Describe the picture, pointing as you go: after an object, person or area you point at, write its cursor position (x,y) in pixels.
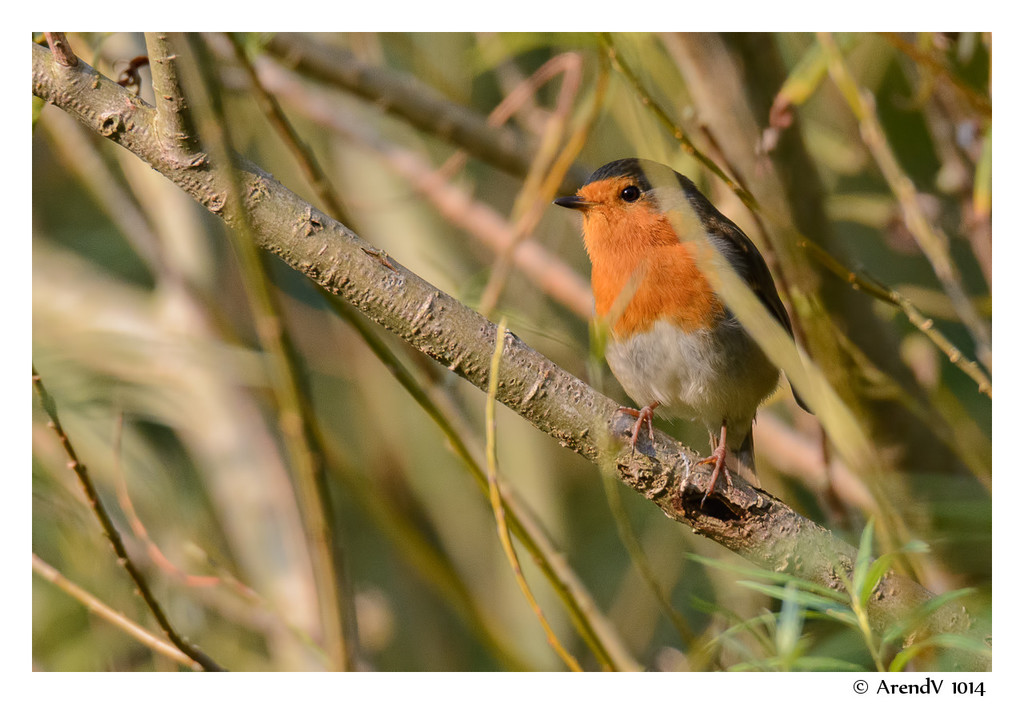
In the foreground of this image (682,314), there is a bird (657,357) on the branch (478,342). In the background (569,184), there are branches (548,189) of plants (312,570).
